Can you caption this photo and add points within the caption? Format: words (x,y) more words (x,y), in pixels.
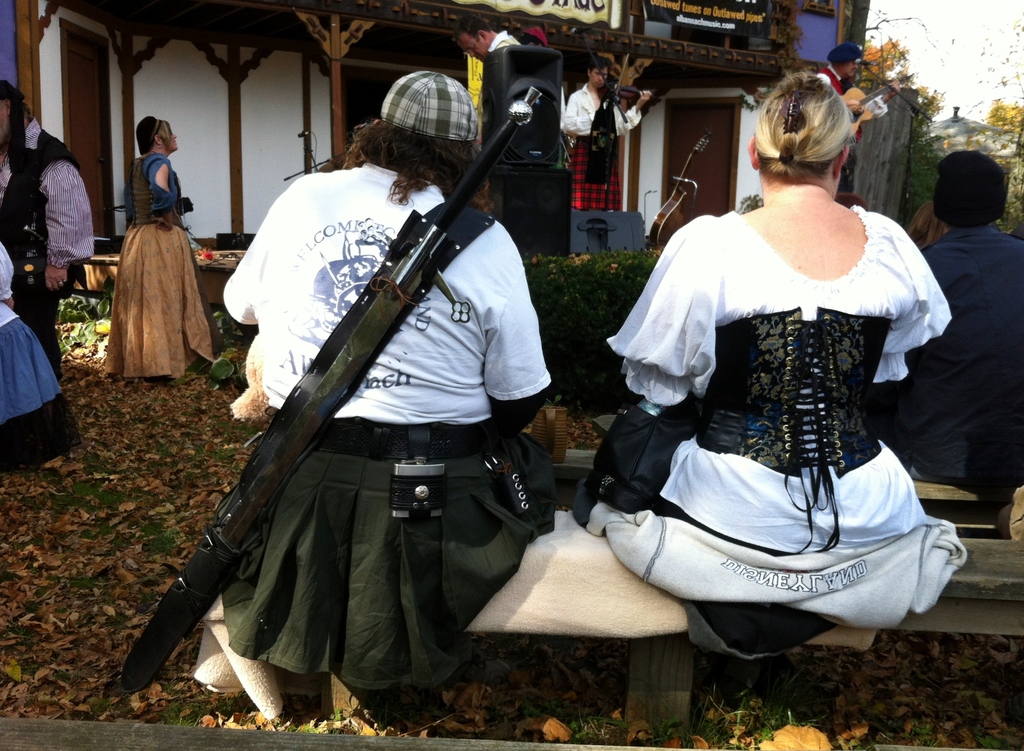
At the bottom of this image (301,608), there are two women (483,529) in white color t-shirts (775,272), sitting on a wooden bench (996,546). In the background (948,419), there is another person (961,290) sitting on a bench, there are persons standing on the ground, on which there are dry leaves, there are three persons (604,175) on a stage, on which there are speakers (519,82) and a musical instrument (670,197), there is a building (481,6) which is having hoardings (743,14) and a roof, there are trees (1023,156) and there are clouds (995,62) in the sky (954,26).
